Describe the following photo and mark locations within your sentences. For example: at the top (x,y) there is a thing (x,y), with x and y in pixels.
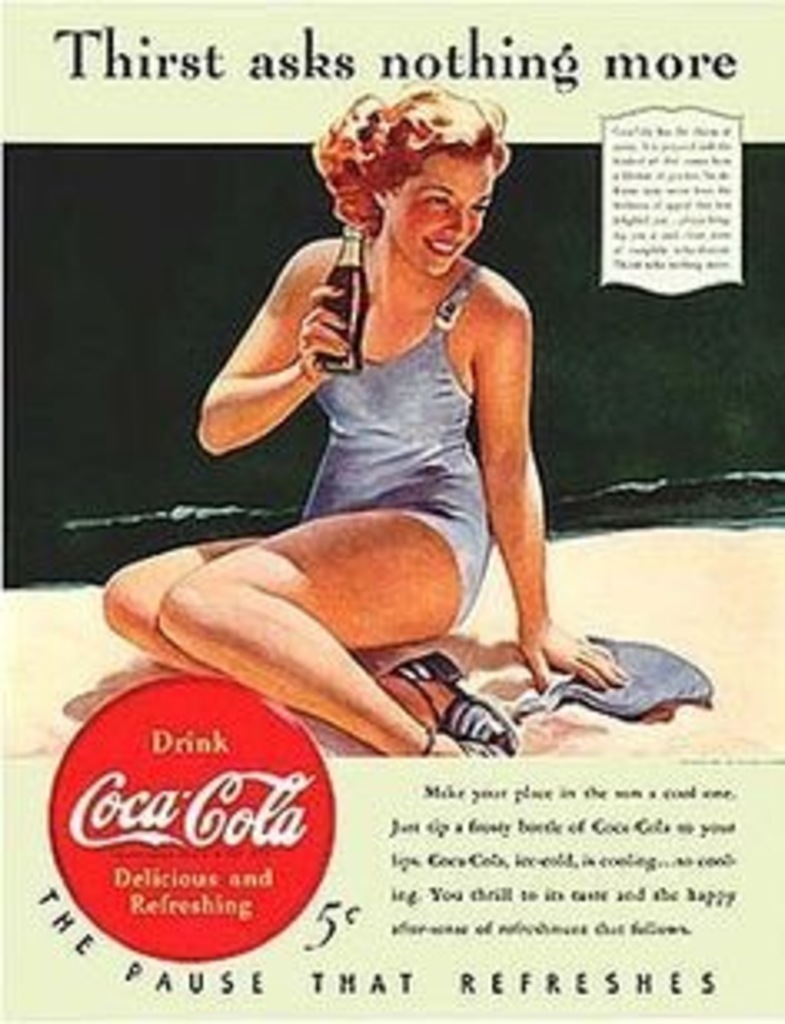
In this image I can see a poster (366,517) where I can see a woman (419,520). I can also see with some text (540,834) written on it.
